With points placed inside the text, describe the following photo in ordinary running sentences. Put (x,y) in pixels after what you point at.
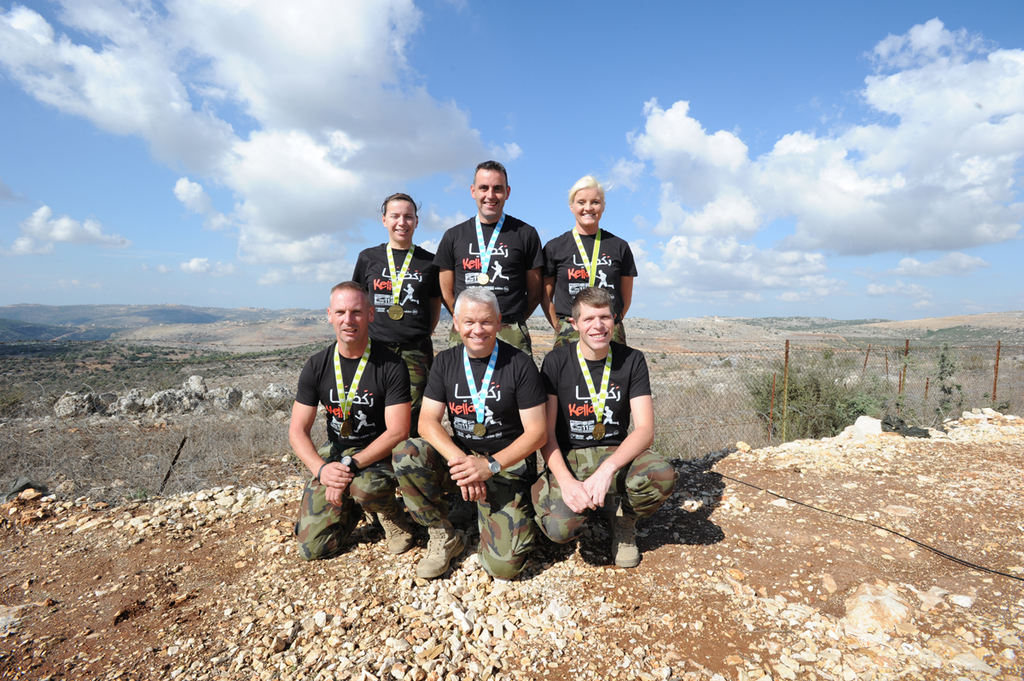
In this picture we can observe six members (468,268). Four of them are men (447,357) and the other two are women (570,251). All of them are smiling. There are medals (345,421) in their necks (596,224). We can observe some stones (401,634) on the ground (481,604). In the background (789,404) there are trees (157,358) and a sky (212,125) with some clouds (472,124).
